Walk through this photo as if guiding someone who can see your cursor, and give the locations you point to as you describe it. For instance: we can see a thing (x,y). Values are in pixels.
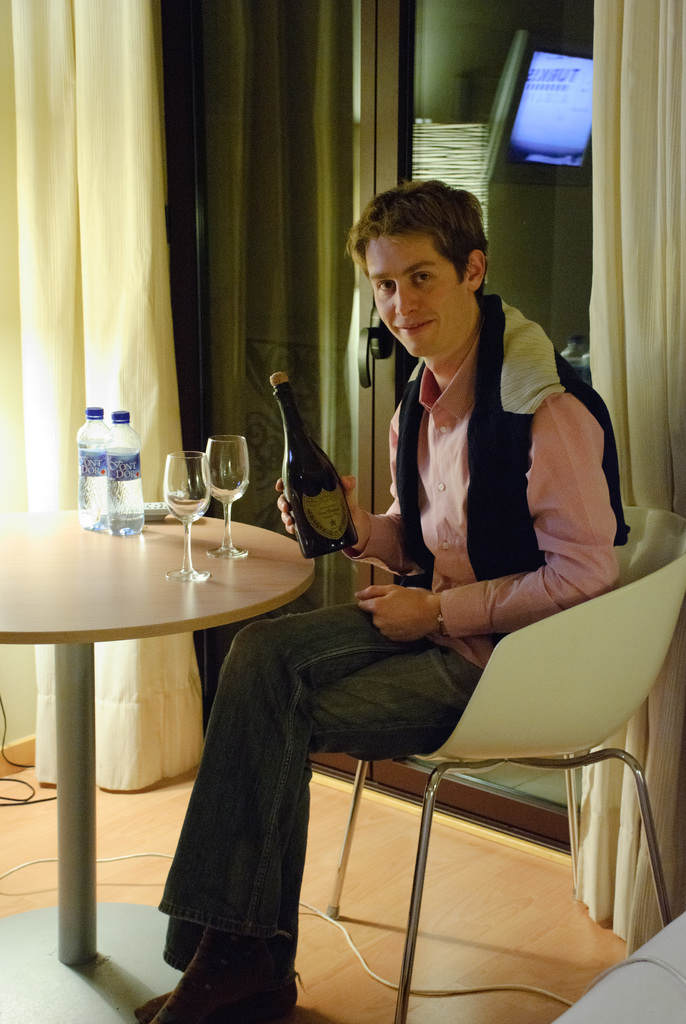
As we can see in the image there is a yellow color curtain (105,132), screen (561,103), a man (414,318) sitting on chair (482,693) and there is a table (59,584). On table (130,576) there are bottles (106,483), remote (150,510) and glasses (190,488).
